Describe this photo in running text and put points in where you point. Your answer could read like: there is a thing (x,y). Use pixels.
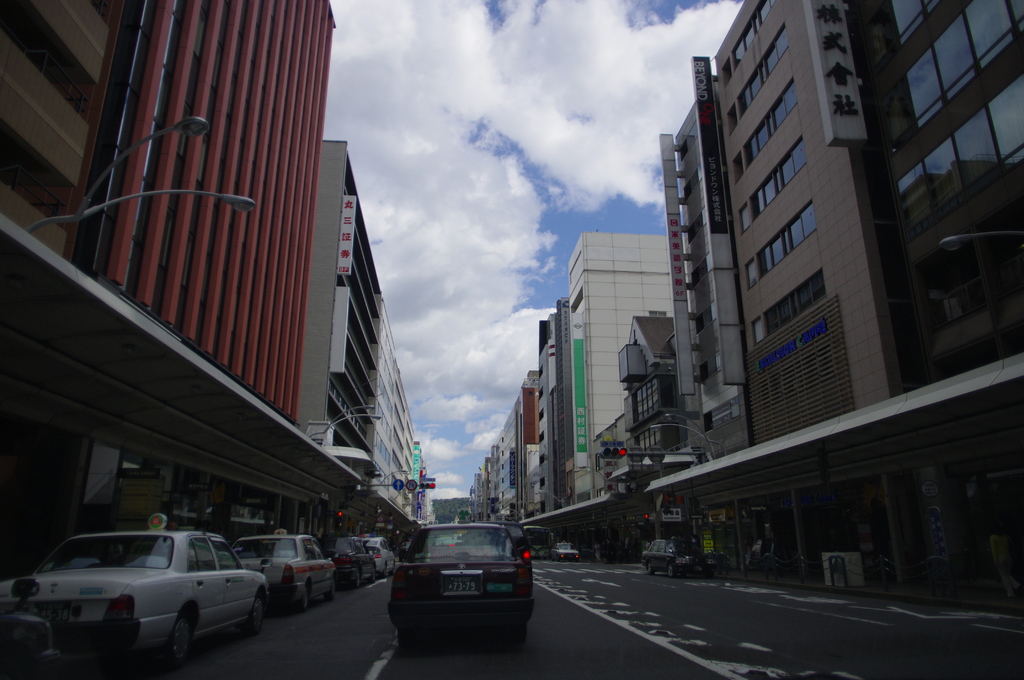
In the center of the image (588,339) we can see cars (435,603) on the road (462,637) and there are buildings (279,229). We can see poles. At the top (478,158) there is sky (470,311).
